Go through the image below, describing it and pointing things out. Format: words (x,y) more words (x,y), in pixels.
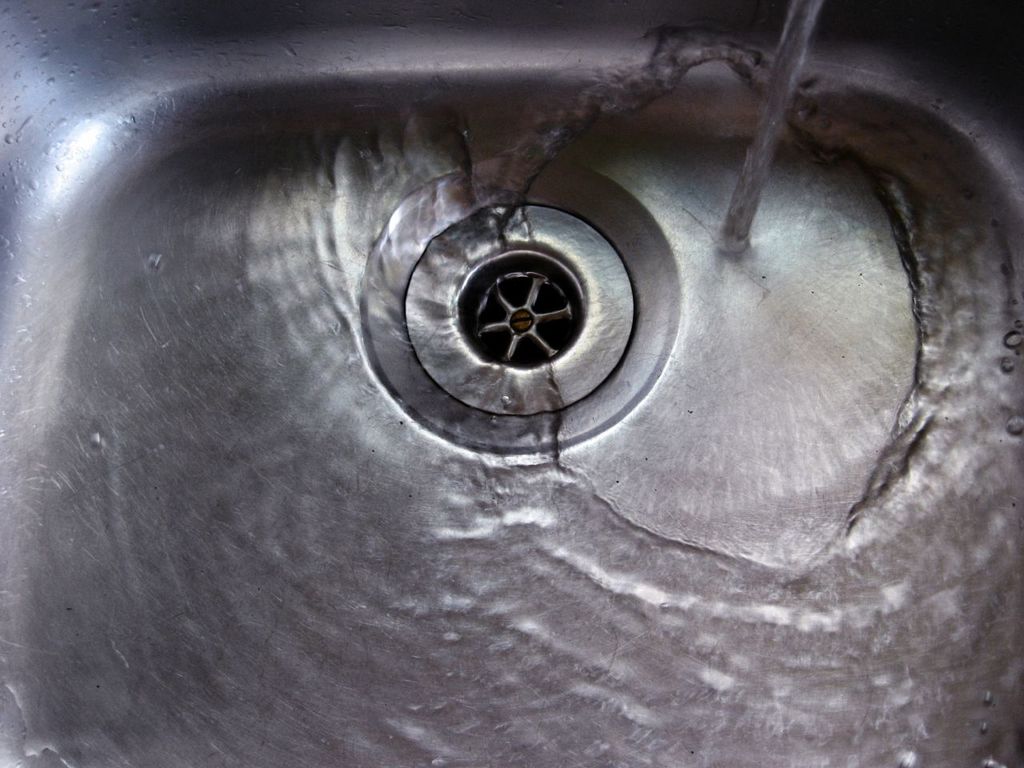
The picture consists of a sink (431,285), in the sink (604,522) there is water (726,249). At the top (790,66) there is water (763,146) flowing.
